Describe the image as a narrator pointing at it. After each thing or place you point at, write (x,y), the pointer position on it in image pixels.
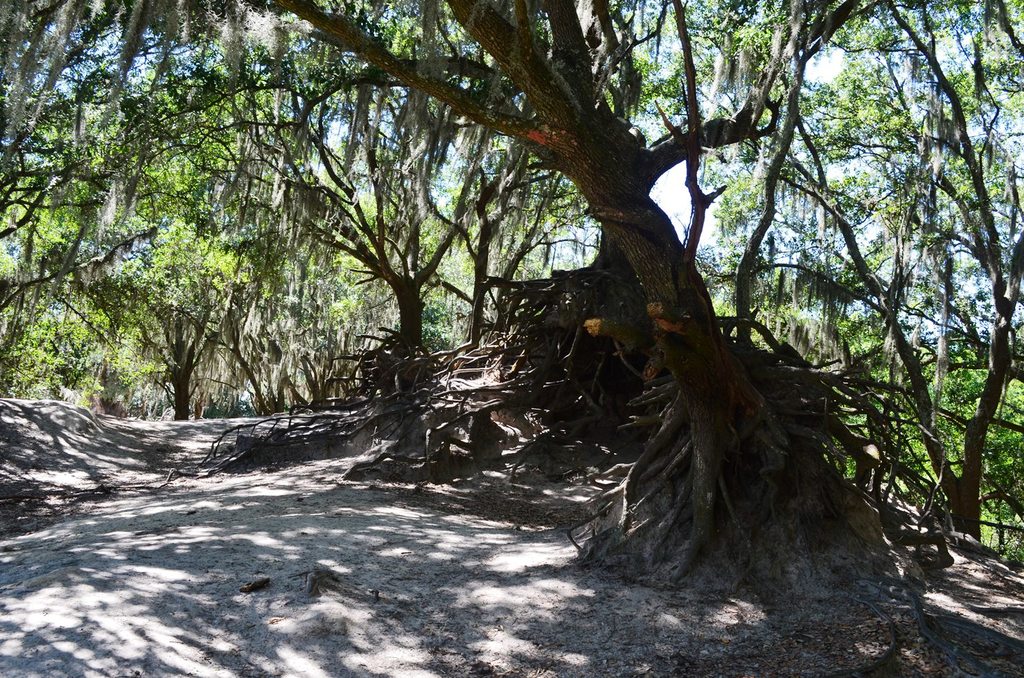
In the foreground of the picture (473,582) there is soil (743,669). In the central of the picture there are trees (621,159) and roots (407,370) of the tree (423,385). It is sunny.
